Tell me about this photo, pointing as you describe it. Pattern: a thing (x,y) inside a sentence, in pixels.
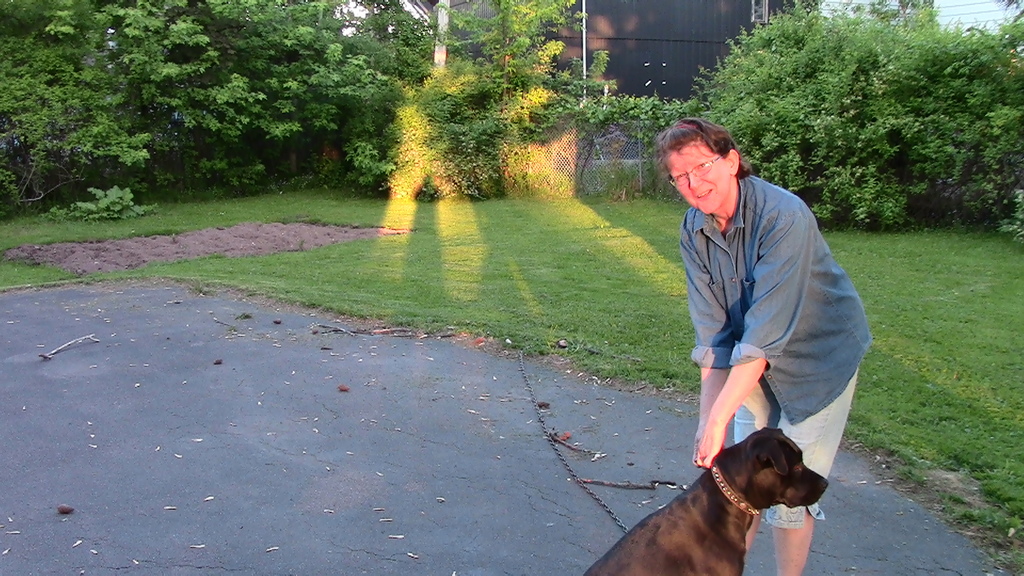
In the foreground of the picture (748,354) there is a woman (788,402) and a dog (677,517). In the background (309,77) there are plants (990,105), trees (512,19), poles (445,24) and buildings (573,37). In the center of the picture (446,221) there is grass (508,288). In the foreground (279,438) there are dry leaves (564,436), chain (595,495), twigs (61,344) and road (393,449).
